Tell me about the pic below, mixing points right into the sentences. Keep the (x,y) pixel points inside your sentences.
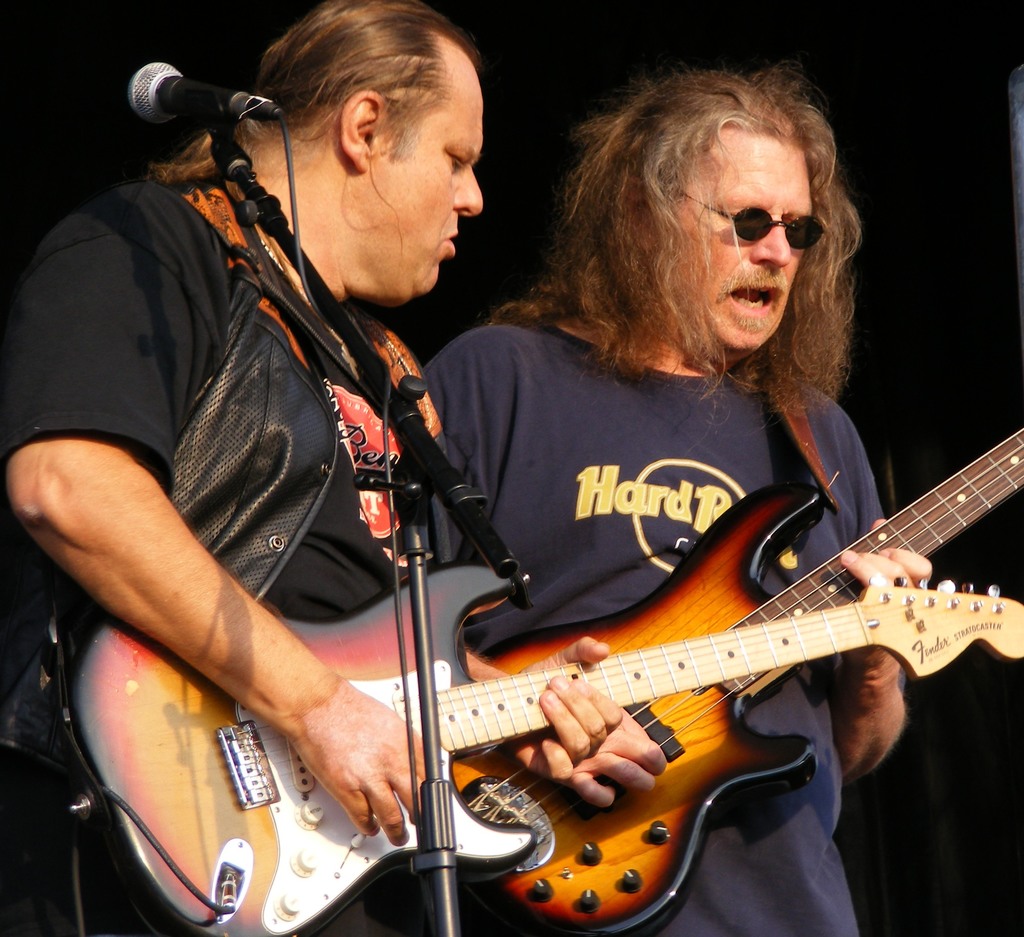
In this picture there are two men (216,656) playing musical instruments (652,687). Towards the left (209,602) there is a man (158,189), he is wearing a black t shirt (157,370) and holding a guitar (181,746). In front of him there is a mike (312,290). Towards the right (837,360) there is another man (799,374) wearing blue t shirt (597,365) and spectacles (803,232) and he is playing a guitar (619,873).
